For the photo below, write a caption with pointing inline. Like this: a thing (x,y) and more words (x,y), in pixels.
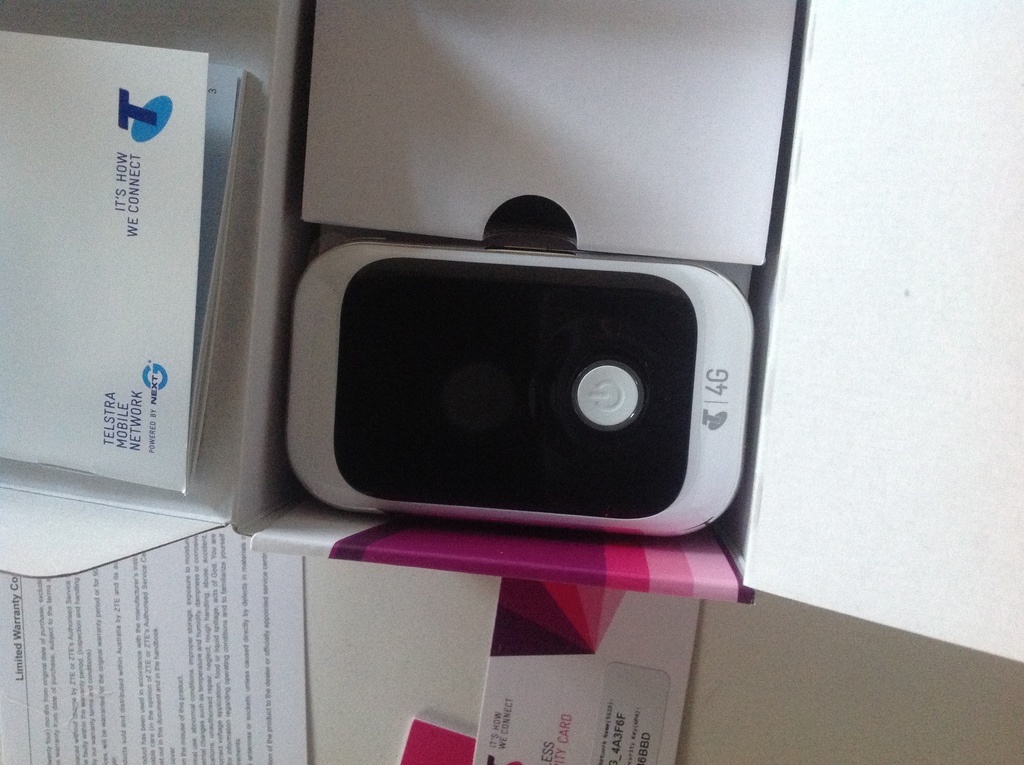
In the given image i can see a box (813,374) included with mobile hotspot (609,426) and beside that i can see a books (218,614).
